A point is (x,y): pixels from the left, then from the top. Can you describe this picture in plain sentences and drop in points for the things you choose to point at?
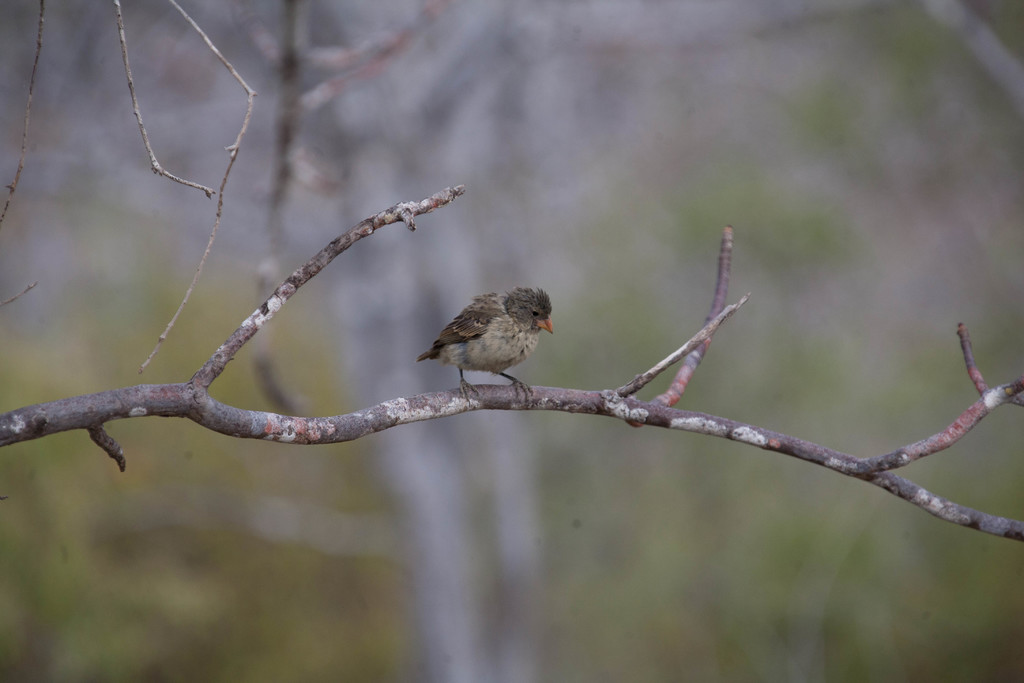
In this picture I can see a branch (947,430) and on it I see a bird (484,329) and I see that it is blurred in the background (294,115).
